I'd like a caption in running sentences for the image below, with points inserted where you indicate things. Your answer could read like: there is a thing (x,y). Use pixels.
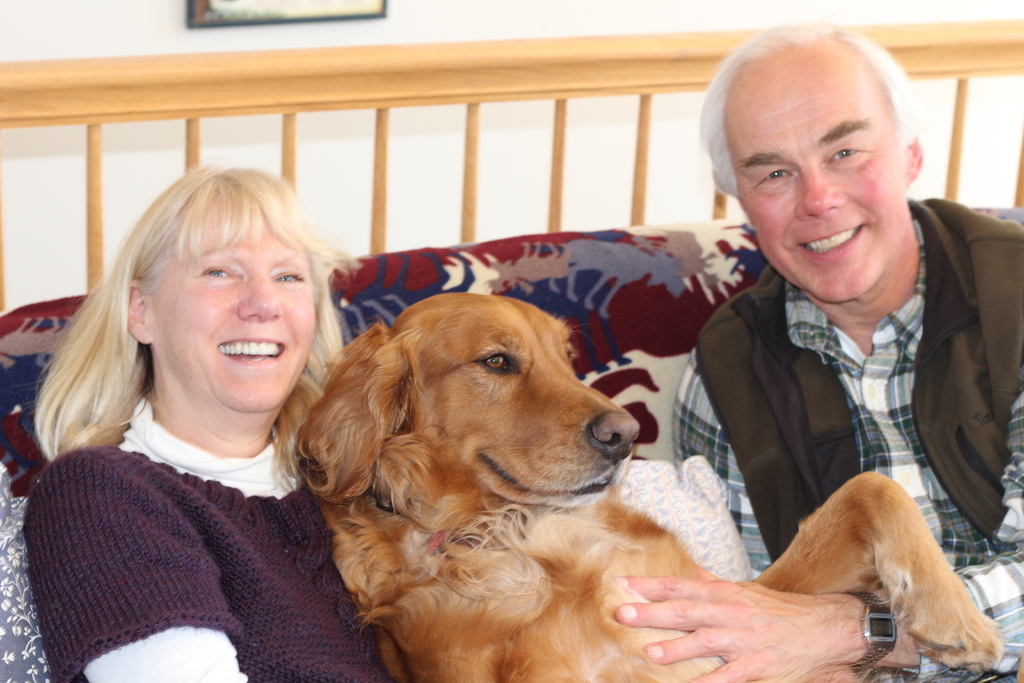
In this image, we can see people (779,229) on the sofa (661,259) and are smiling and we can see a dog (503,433) also. In the background (132,35), there is a frame (220,27) on the wall (423,203).
